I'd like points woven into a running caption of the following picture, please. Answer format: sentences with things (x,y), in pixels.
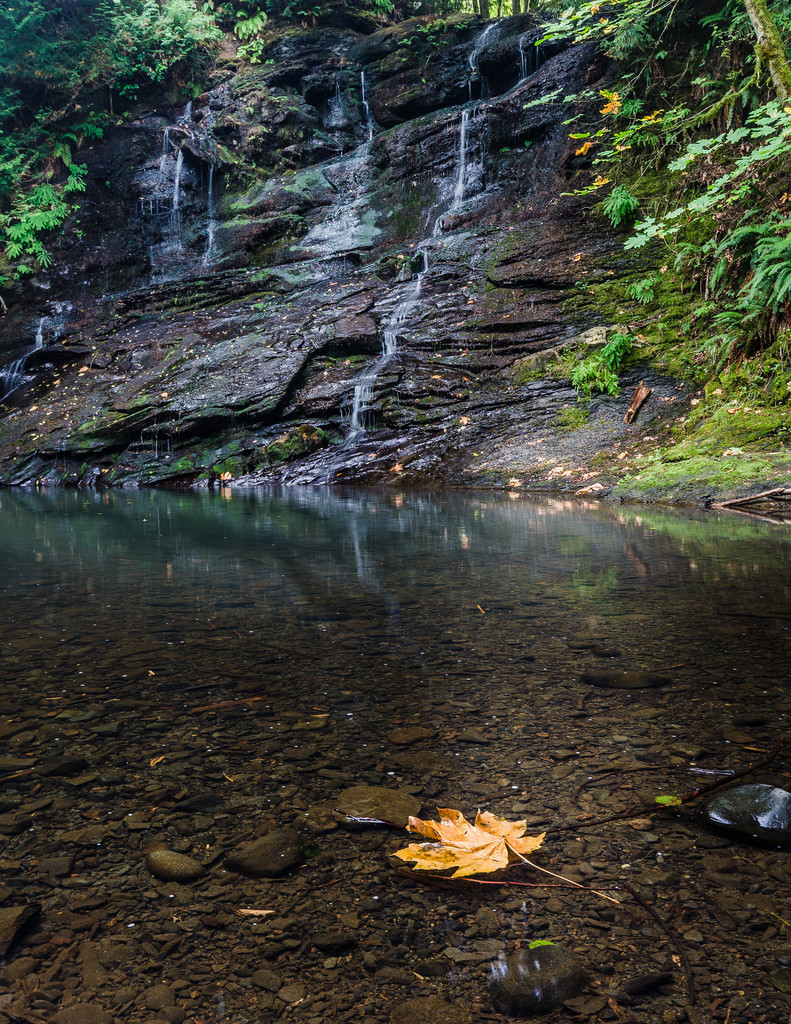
In the picture we can see water (509,802) in the forest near the rock hill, from the rocky hill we can see water falls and beside the hill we can see some plants (728,42).
